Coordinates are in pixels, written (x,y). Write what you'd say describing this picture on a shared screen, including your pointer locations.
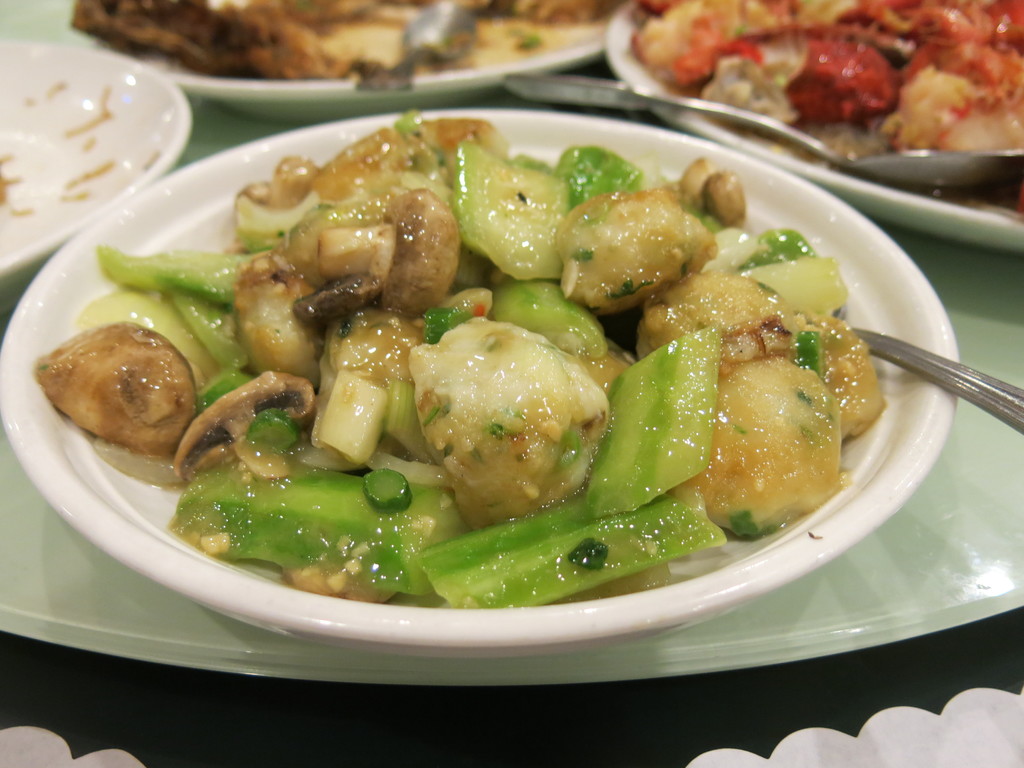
In this image we can see the plates (520,151) of food items (792,31) and also the spoons (420,37) and the plates (2,138) are placed on the table (910,550).
